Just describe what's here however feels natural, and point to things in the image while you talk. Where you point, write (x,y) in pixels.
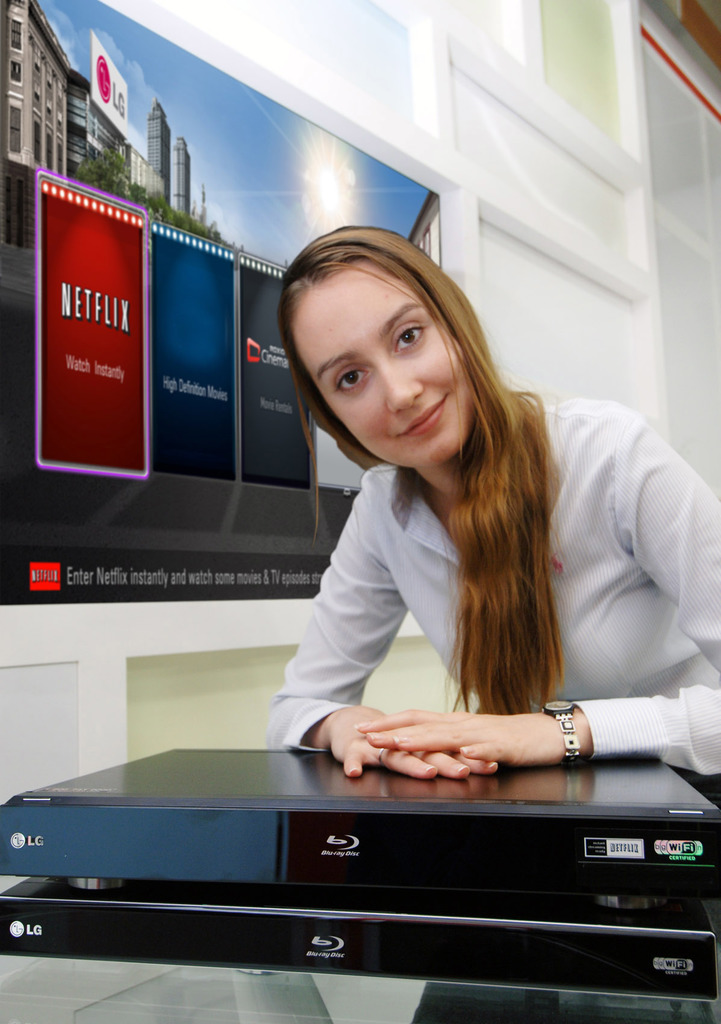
There is a woman (434,338) smiling, in front of her we can see device (311,870). In the background (551,292) we can see wall (590,297) and screen (201,413).
